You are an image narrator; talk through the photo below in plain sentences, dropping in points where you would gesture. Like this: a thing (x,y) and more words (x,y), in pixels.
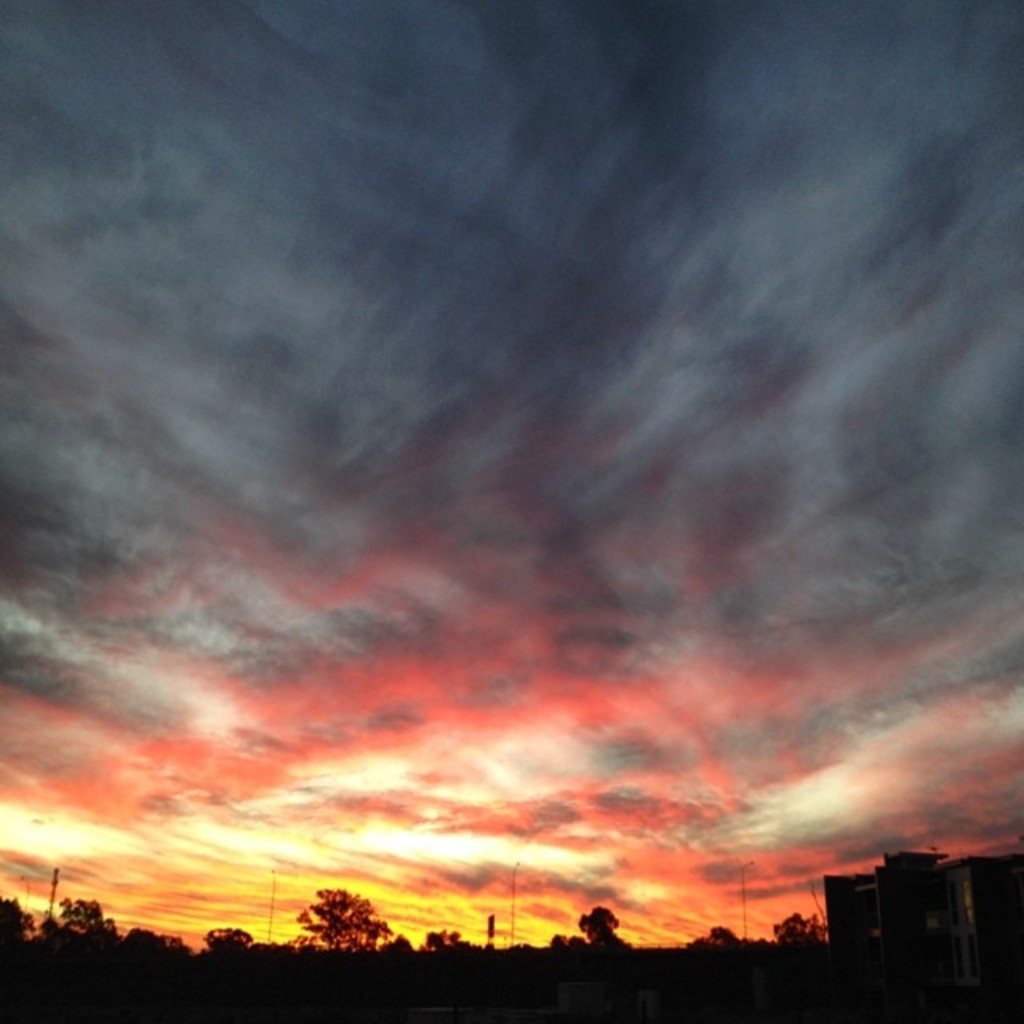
There are trees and the sky (318,515) is yellow, red and black in color.
